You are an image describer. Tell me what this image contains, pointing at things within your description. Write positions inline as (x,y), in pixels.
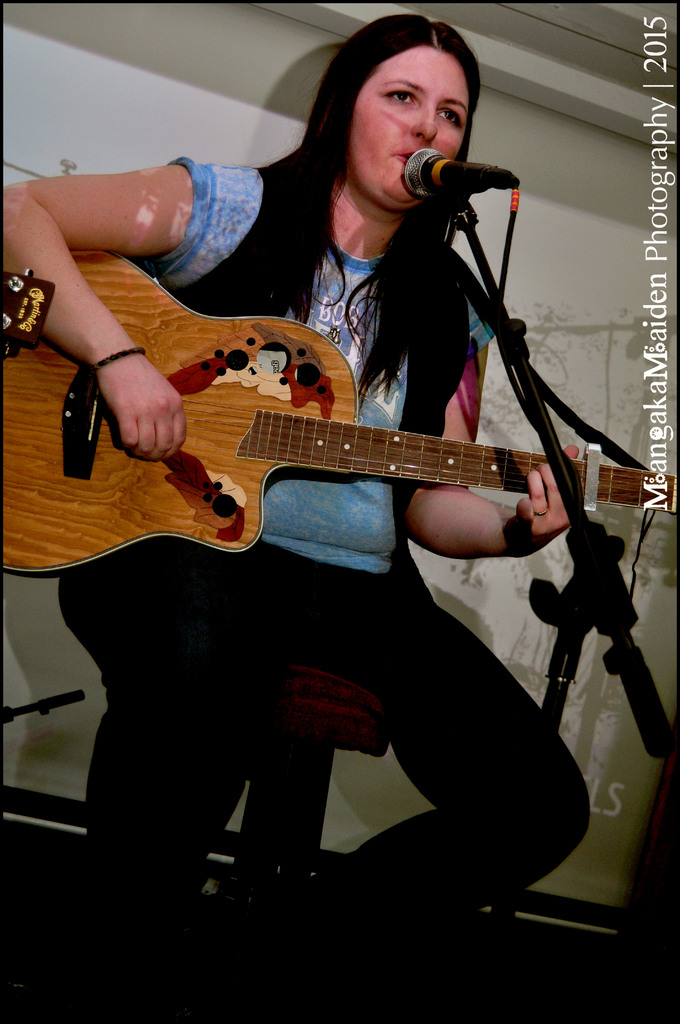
In this image there is a woman (277,557) sitting and playing guitar (37,507) and she is singing. At the back (511,579) there is a screen (605,796) and at the front (425,182) there is a microphone (425,182).
